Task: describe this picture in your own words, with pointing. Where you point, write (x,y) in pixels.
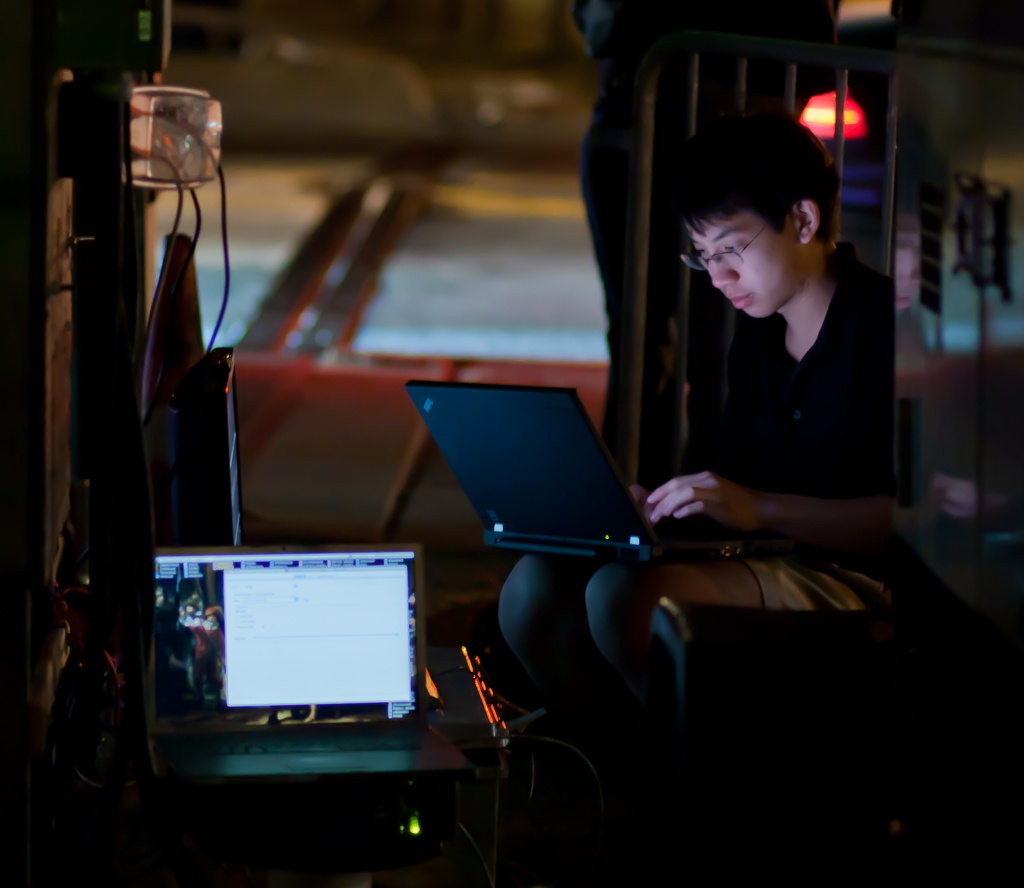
In the picture we can see a boy (600,705) sitting on the chair (688,680) and working on the laptop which is on his lap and besides we can see a stool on it we can see another system screen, and in the background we can see a table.
